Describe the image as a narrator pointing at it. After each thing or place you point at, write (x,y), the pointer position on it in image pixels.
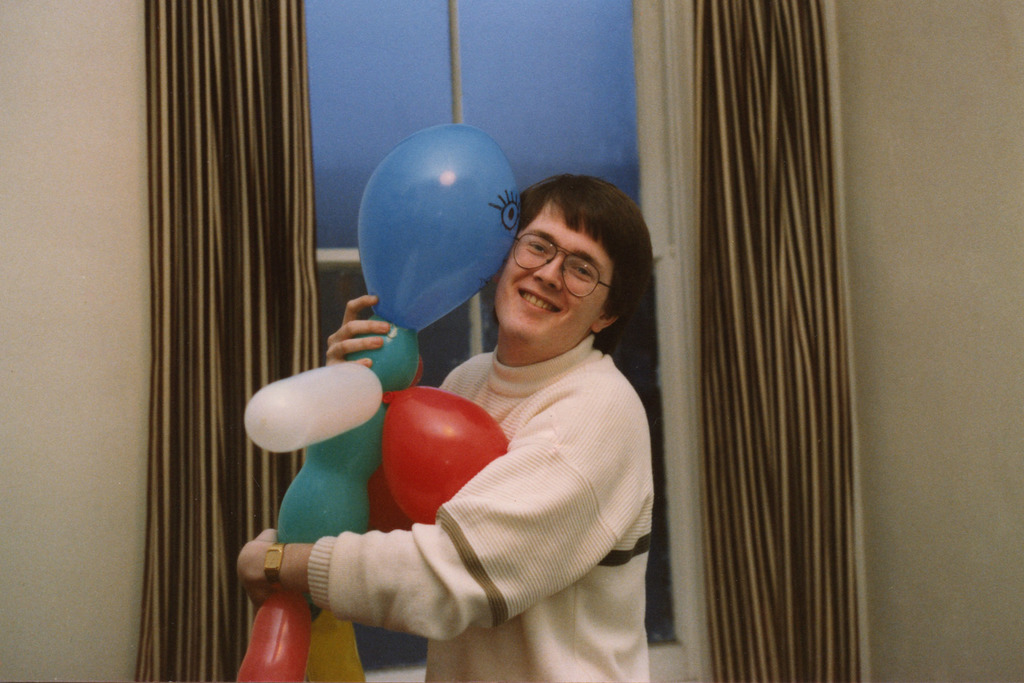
In this image I can see person (463,523) is holding balloons (390,312). They are in different color. He is wearing white color dress (577,483). Back Side I can see curtain (237,103) and glass window (502,3). I can see a wall (60,288).
